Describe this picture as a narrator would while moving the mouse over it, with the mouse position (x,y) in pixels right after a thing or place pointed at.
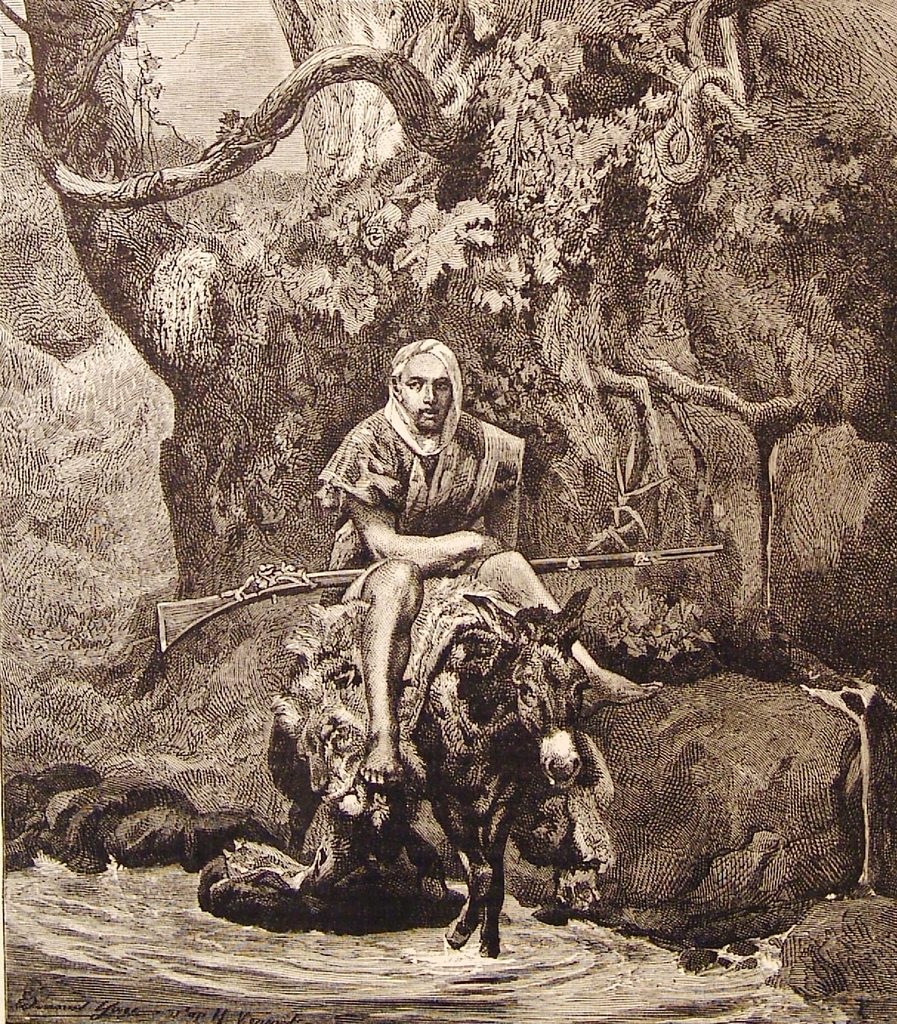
In this image there is a painting (185,629). A person (484,569) is sitting on the donkey (497,710) which is in the water (483,982). Behind there are rocks (709,793). Background (651,422) there are trees (489,414).
